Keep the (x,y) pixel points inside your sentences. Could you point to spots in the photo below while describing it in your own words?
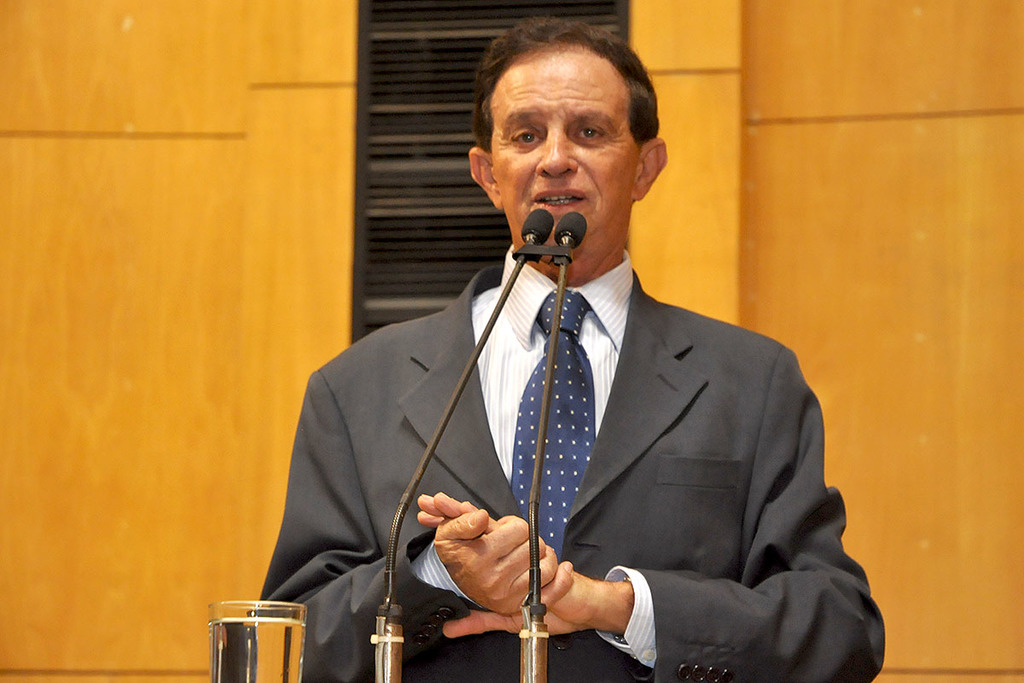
In this image, we can see a man (569,430) in a suit (802,516) is talking in-front of microphones (563,231). At the bottom (270,677), we can see a glass (256,652) with water (254,642). Background (863,386) there is a wall (857,354).
